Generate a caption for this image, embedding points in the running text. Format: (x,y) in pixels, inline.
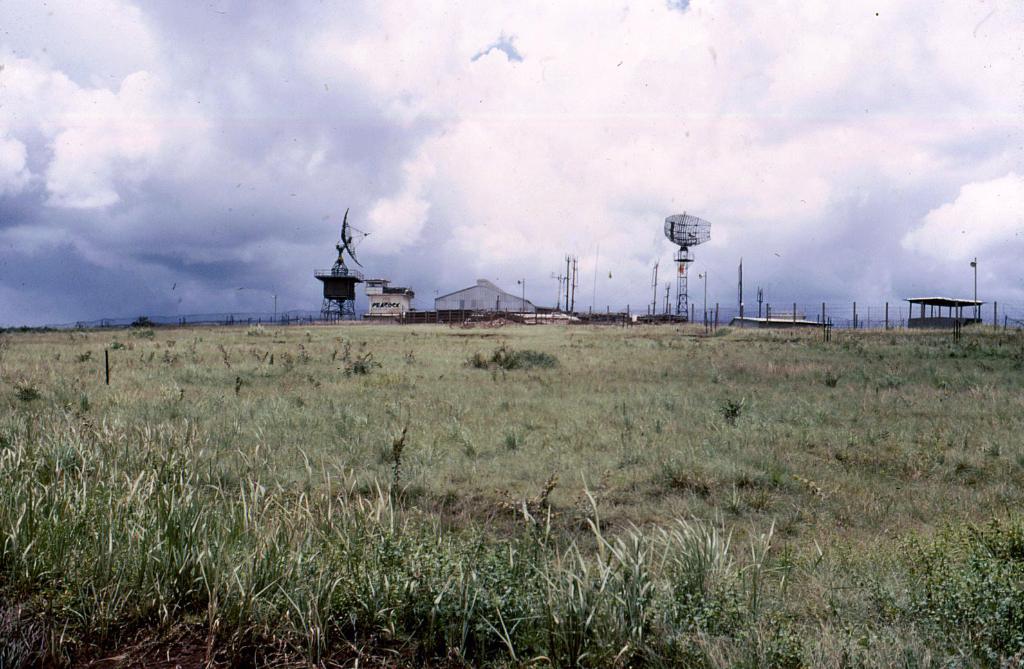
In this picture I can see full of grass (585,415) and also I can see some sheds (498,303), poles (656,284) and towers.
